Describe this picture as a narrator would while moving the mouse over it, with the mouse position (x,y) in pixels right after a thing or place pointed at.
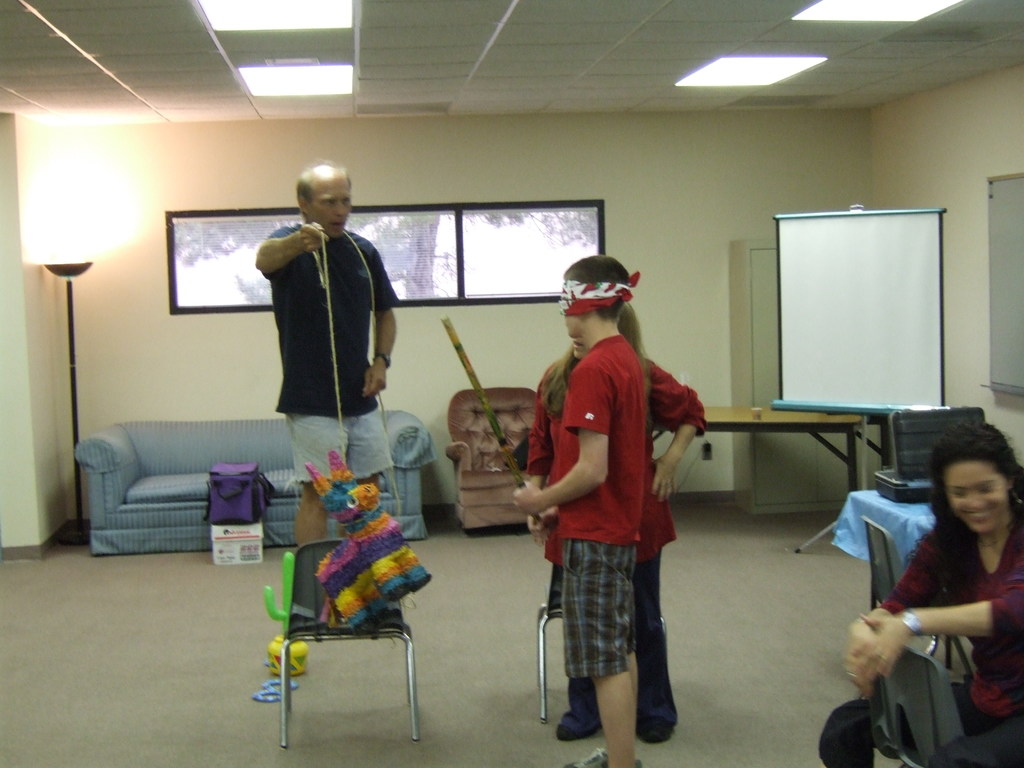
In the image we can see there are four person (600,497) and several chair (553,576). There is sofa (139,468), light lamp (73,291) and a whiteboard (846,314).
